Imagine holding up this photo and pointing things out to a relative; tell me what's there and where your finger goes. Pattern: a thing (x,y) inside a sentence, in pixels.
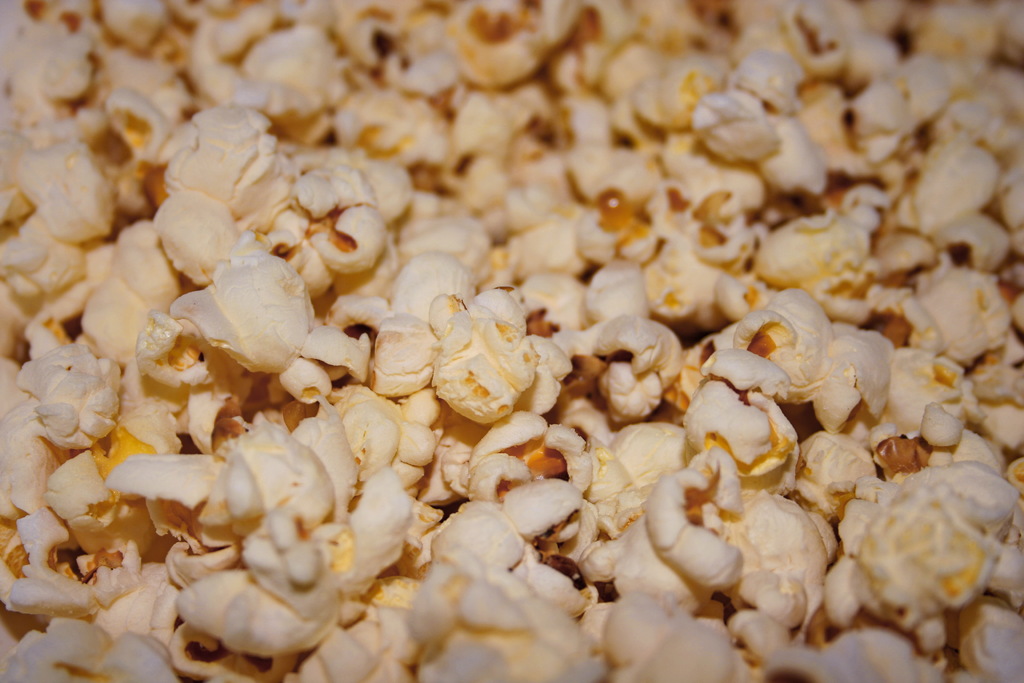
In this image we can see popcorns (502,364).
